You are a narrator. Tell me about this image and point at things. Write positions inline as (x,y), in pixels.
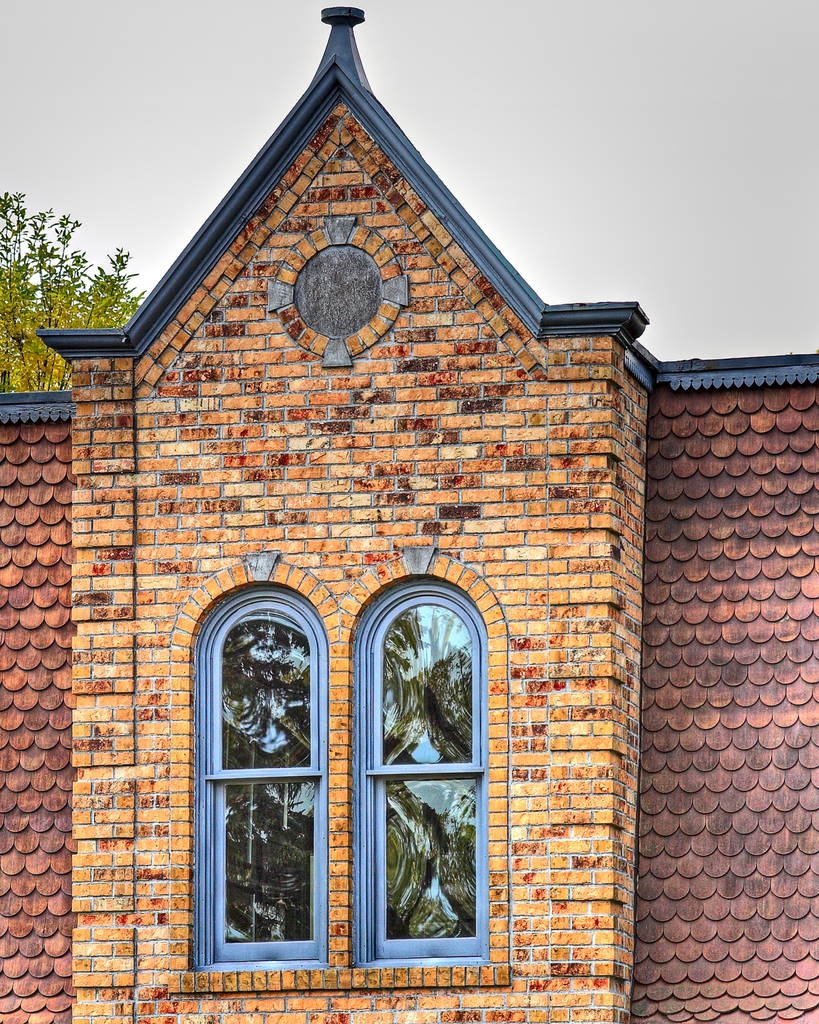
In this image we can see a house (348,728), windows (436,677), tree (1,340), and the sky (634,222).
